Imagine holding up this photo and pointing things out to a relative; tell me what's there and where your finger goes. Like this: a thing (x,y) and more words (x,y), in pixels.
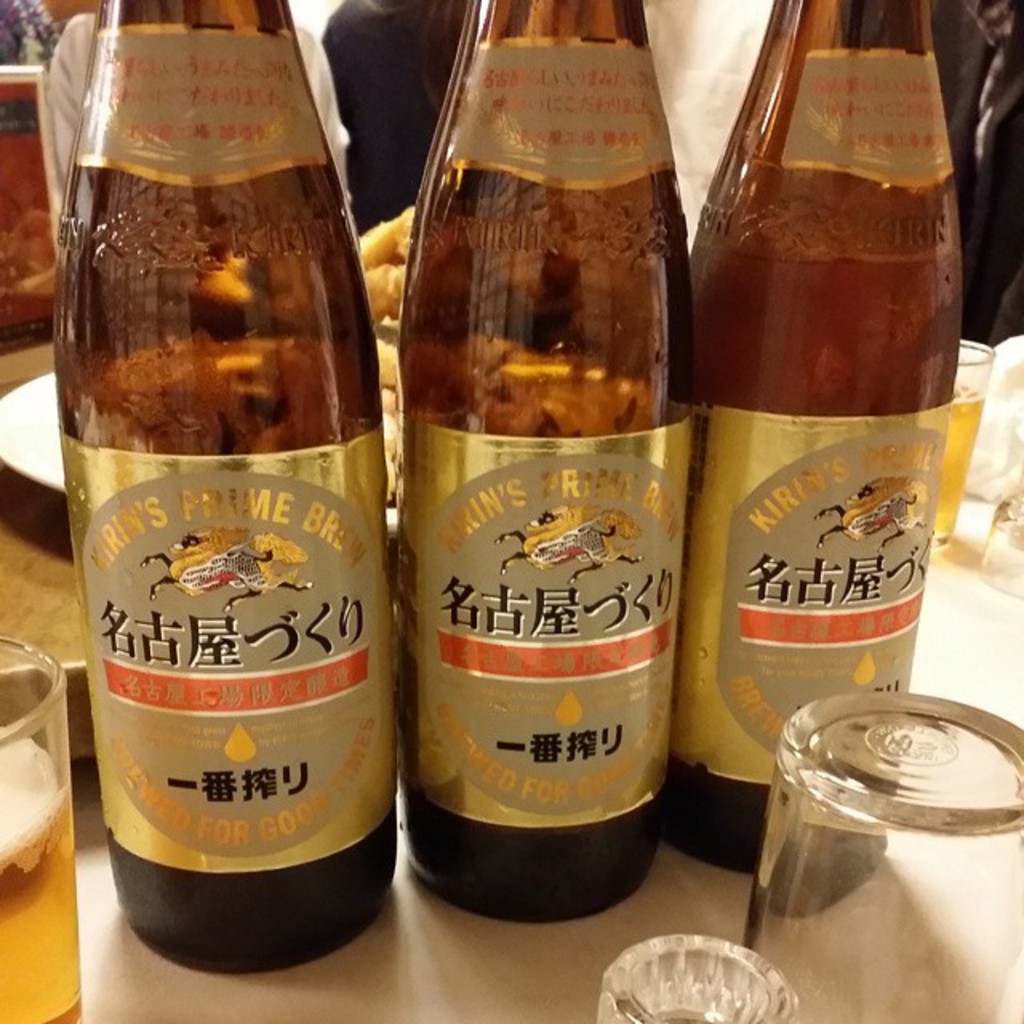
In this image I can see few bottles (928,334) and glasses (74,923).
